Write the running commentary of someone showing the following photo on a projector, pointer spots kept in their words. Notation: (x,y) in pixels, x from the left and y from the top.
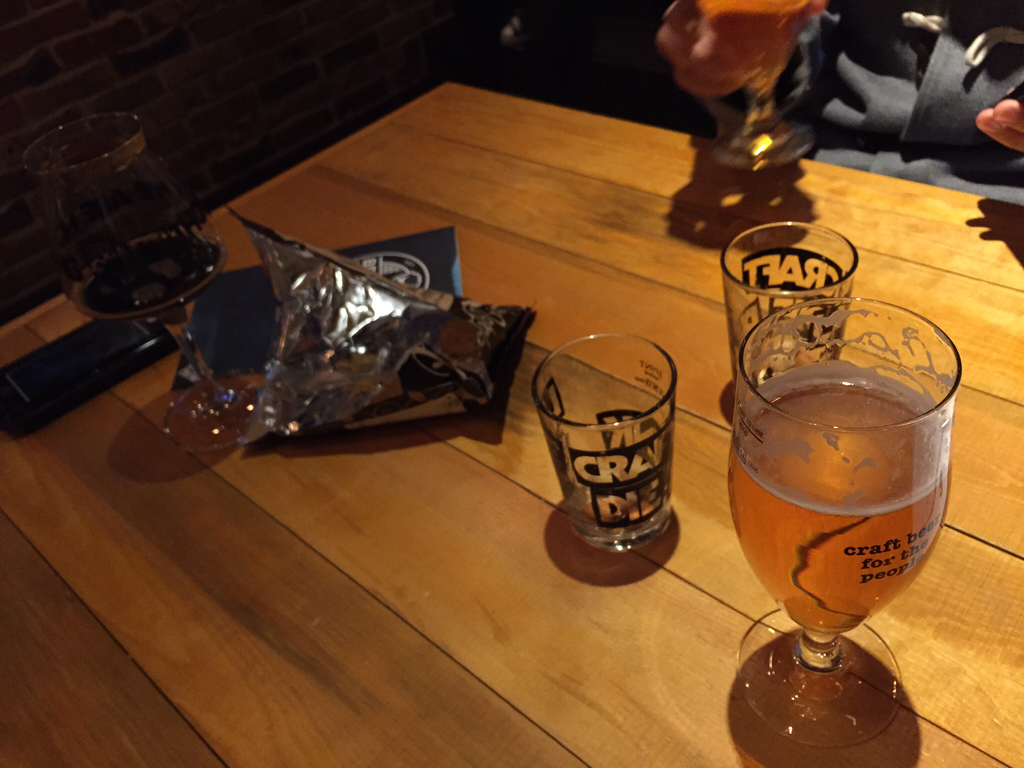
There is a table (490,516) which has a glass of beer (910,450) and a empty glasses (588,359) on it and there is a person (811,93) in the right top corner (938,68).
